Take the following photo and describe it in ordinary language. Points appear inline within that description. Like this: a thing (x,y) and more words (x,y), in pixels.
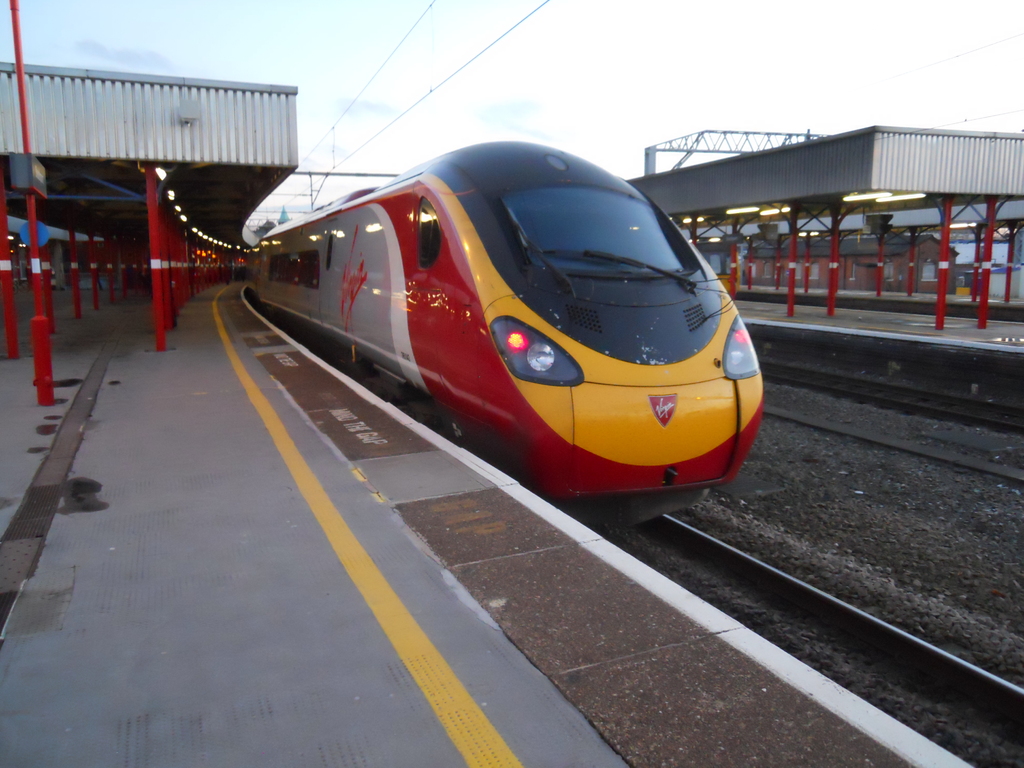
In this picture, we see a train (531,308) in red, grey, yellow and black color is moving on the railway tracks (941,672). Behind the train (501,302) we see an electric pole (327,176). On either side of the picture, we see red color poles (150,231) on the platform (215,431). At the top of the picture (301,119), we see the wires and the sky (519,96). This picture is clicked in the railway station (230,484).
